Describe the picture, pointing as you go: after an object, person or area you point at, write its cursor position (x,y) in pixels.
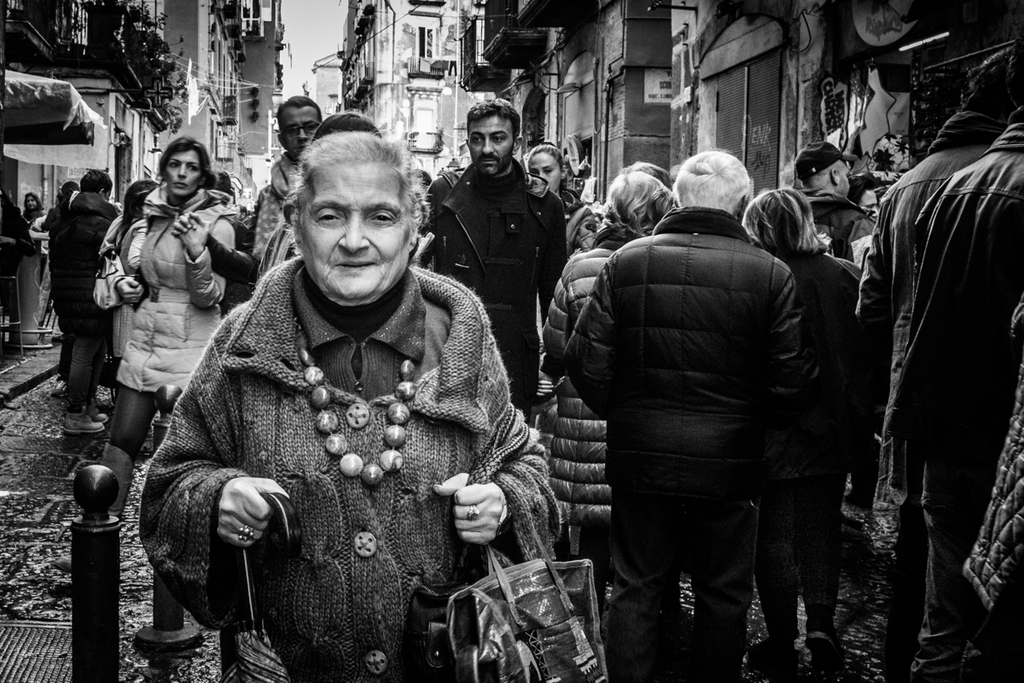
In this image there are group of people (527,294), there are buildings (472,74), there is sky (314,37), there is a person (344,350) holding an Umbrella (277,663).
